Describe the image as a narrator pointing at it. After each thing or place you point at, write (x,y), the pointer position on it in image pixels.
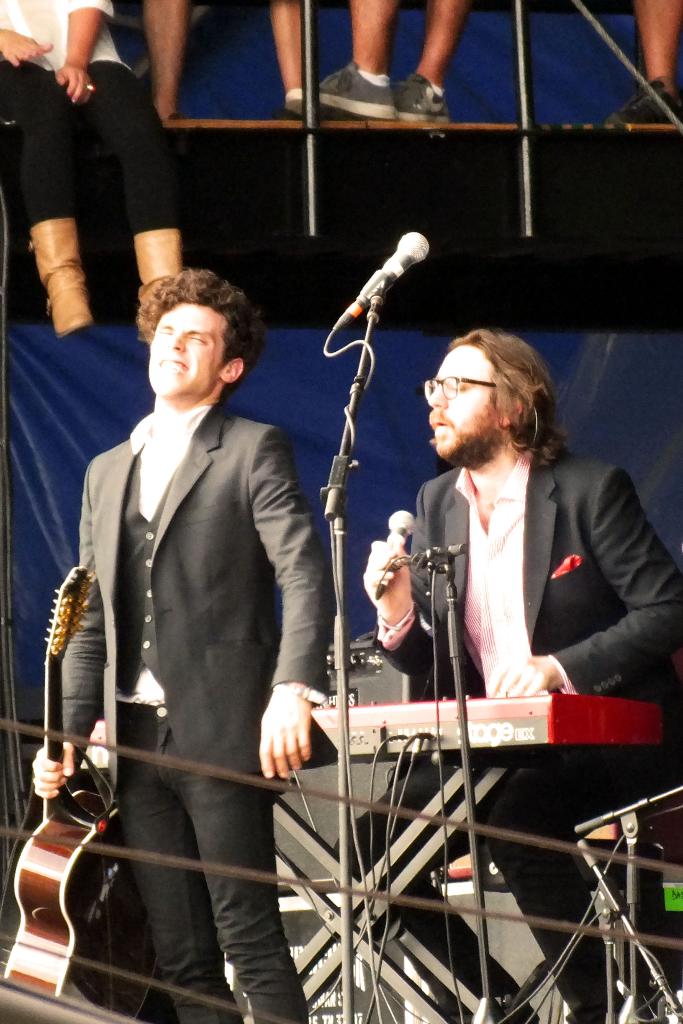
In this image on the left side (145,833) a man (277,673) is standing and holding a guitar (49,986) in his hand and on the right side (464,562) another man (424,626) is holding a mic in his hand (367,589) and there are microphones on the stands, device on a stand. In the background (298,389) we can see legs (160,147) of few persons (51,166) and objects (523,166).
